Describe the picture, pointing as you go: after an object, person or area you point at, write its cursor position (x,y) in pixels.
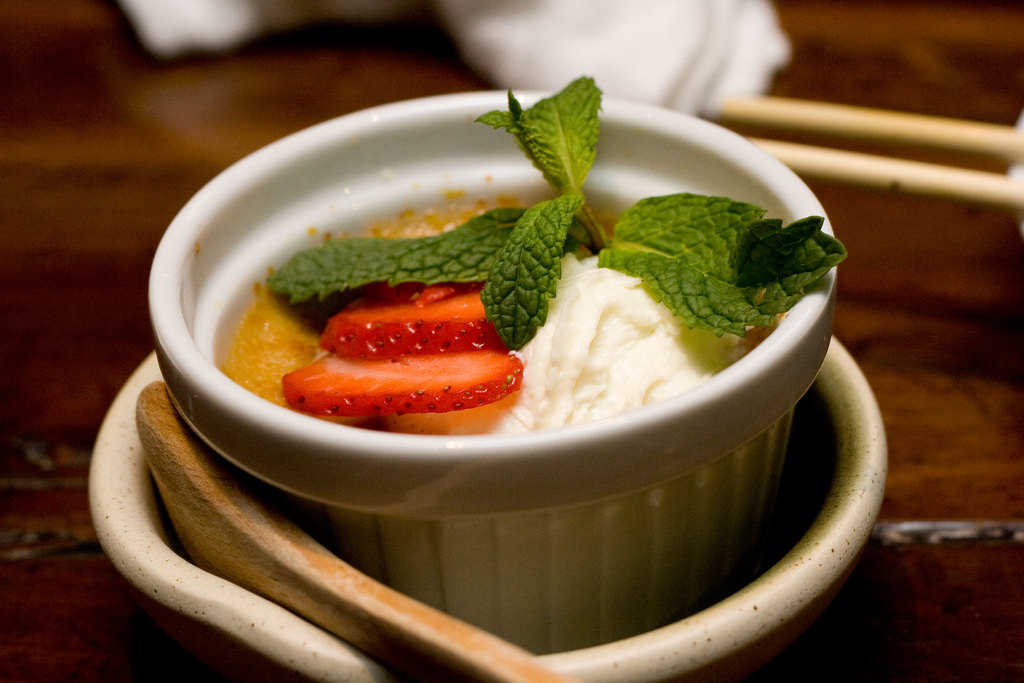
In this image I can see a bowl (452,393) of food item (447,394) and there is a spoon (240,519) on a wooden surface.
